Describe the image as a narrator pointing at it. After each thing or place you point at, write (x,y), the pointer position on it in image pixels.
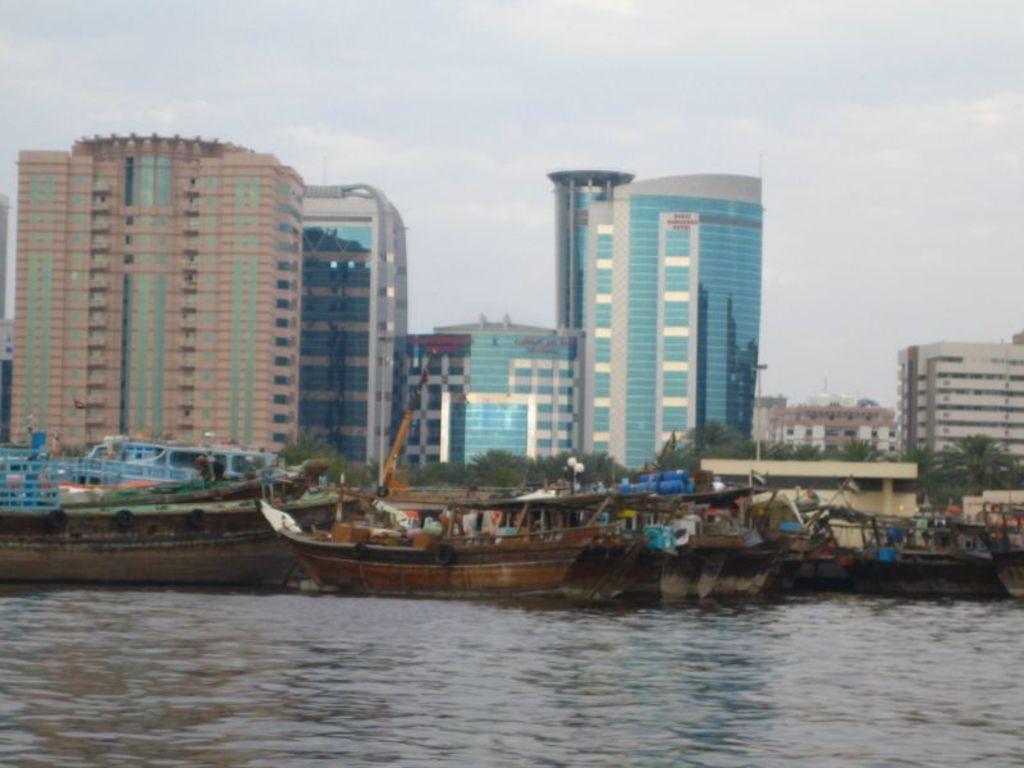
In this image there are buildings (467,369) and trees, in front of the image there are boats (605,560) on the water (363,618).
